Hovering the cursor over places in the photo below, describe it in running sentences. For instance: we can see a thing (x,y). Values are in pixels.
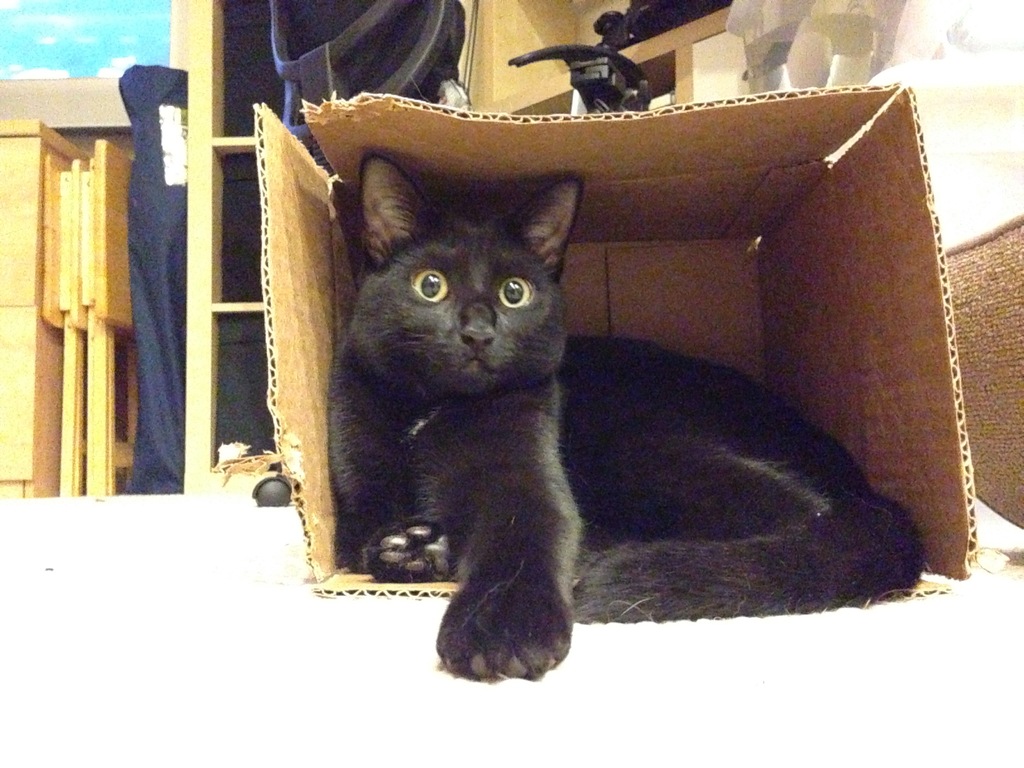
In this image there is a cardboard box (349,109). There is a cat (516,418) sitting inside the box (291,211). Behind the box (318,119) there are wooden cupboards (486,40) and a wooden table (71,181). There are objects (418,71) in the cupboard (670,40).
